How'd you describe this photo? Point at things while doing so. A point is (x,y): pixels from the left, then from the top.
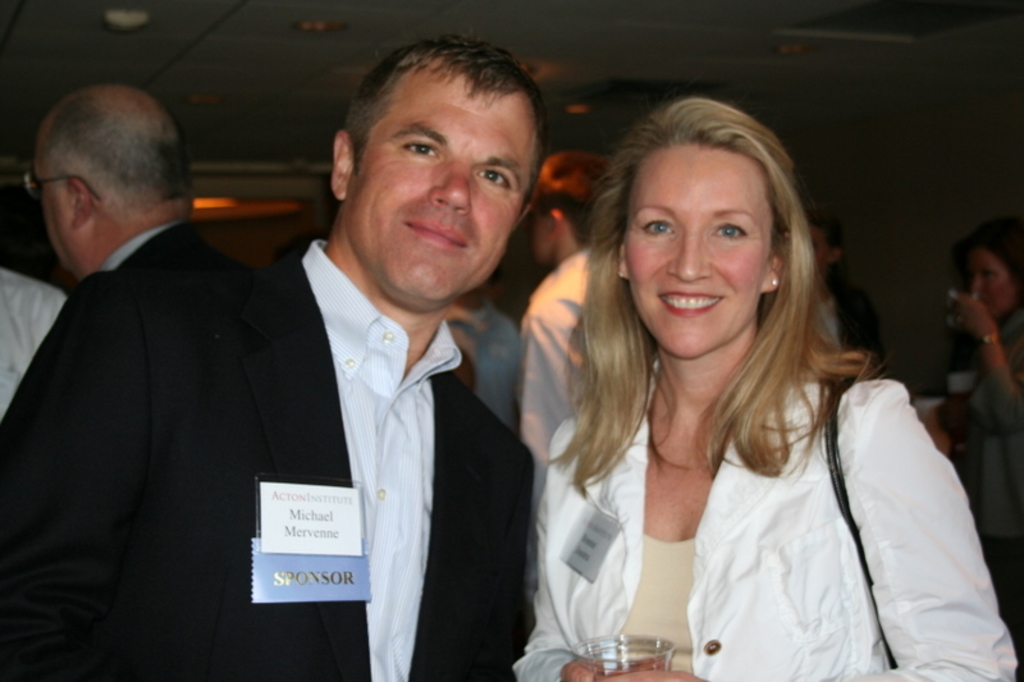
Here we can see a man (503,635) and a woman (595,363) posing to a camera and they are smiling. She is holding a glass (620,665) with her hand (582,662). In the background (8,156) we can see few persons (851,319) and this is ceiling (622,62).
